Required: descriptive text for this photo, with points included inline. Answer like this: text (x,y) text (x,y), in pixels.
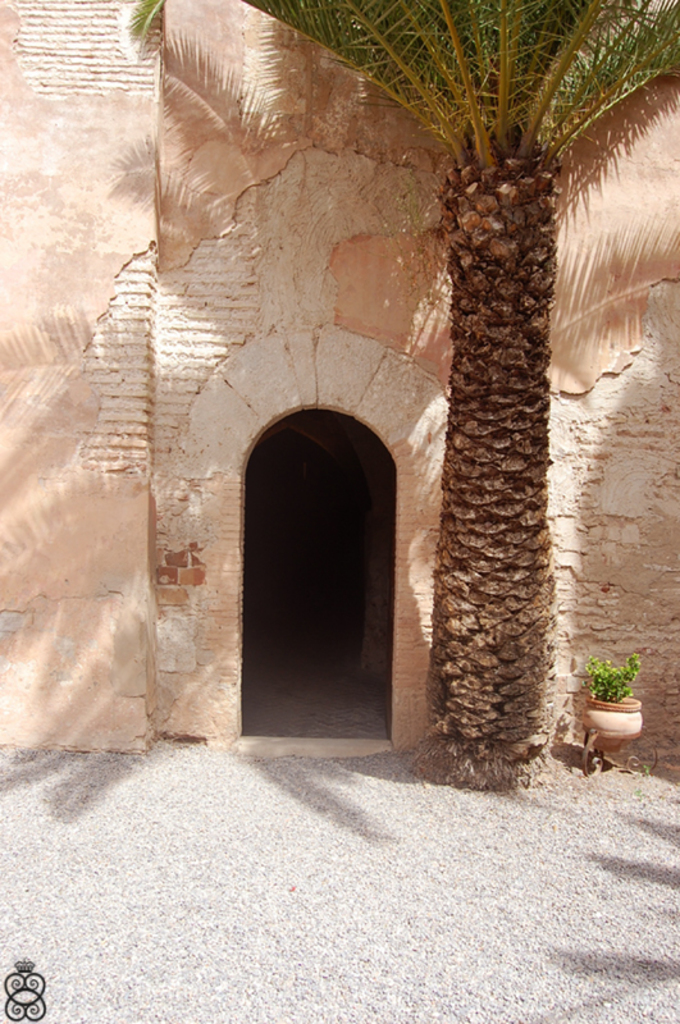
In the background of the image (199,229) there is wall (296,291). There is a arch (406,385). There is a tree (460,421). At the bottom of the image (249,871) there are stones (284,858). There is a pot (610,728) to the right side of the image (603,709).
